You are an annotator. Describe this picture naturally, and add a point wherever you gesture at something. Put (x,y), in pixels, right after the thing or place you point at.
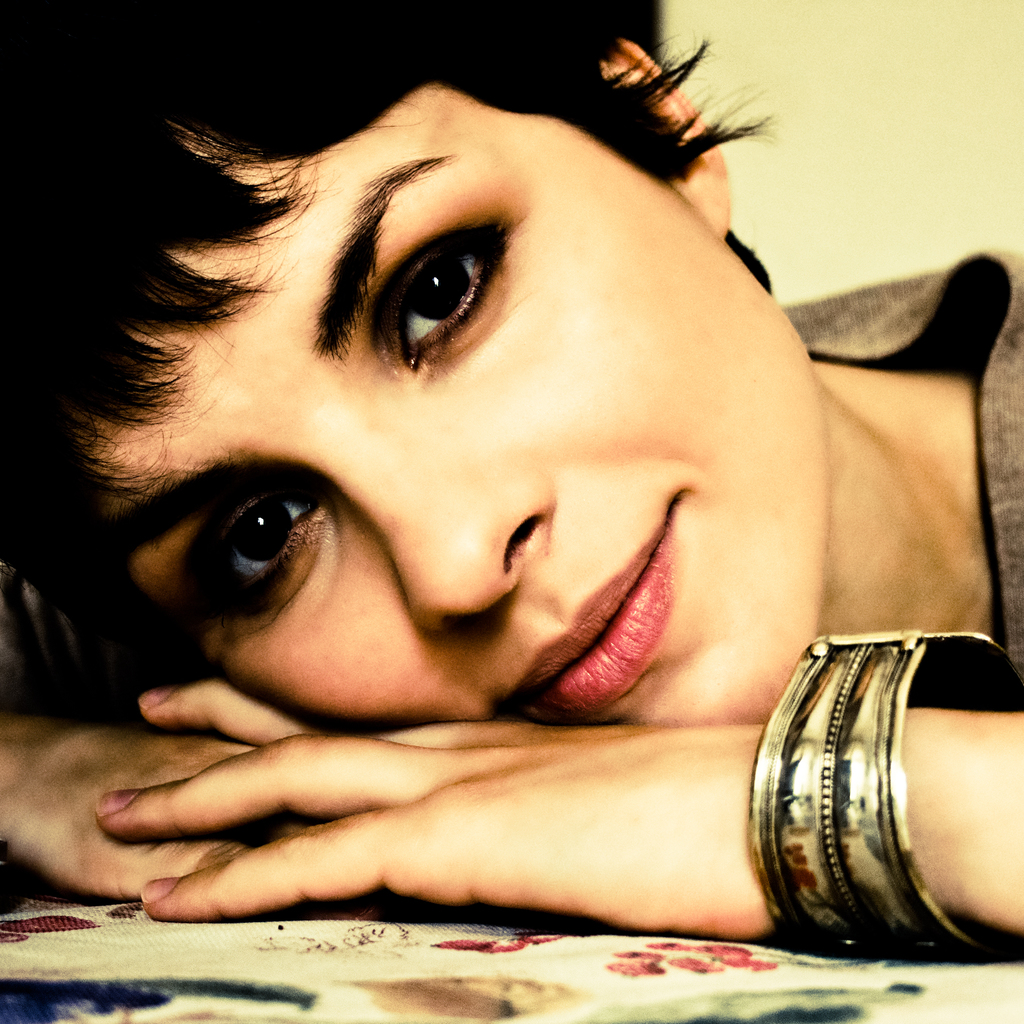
In this image I can see the person (697,270) and the background (864,279) is in cream color.
